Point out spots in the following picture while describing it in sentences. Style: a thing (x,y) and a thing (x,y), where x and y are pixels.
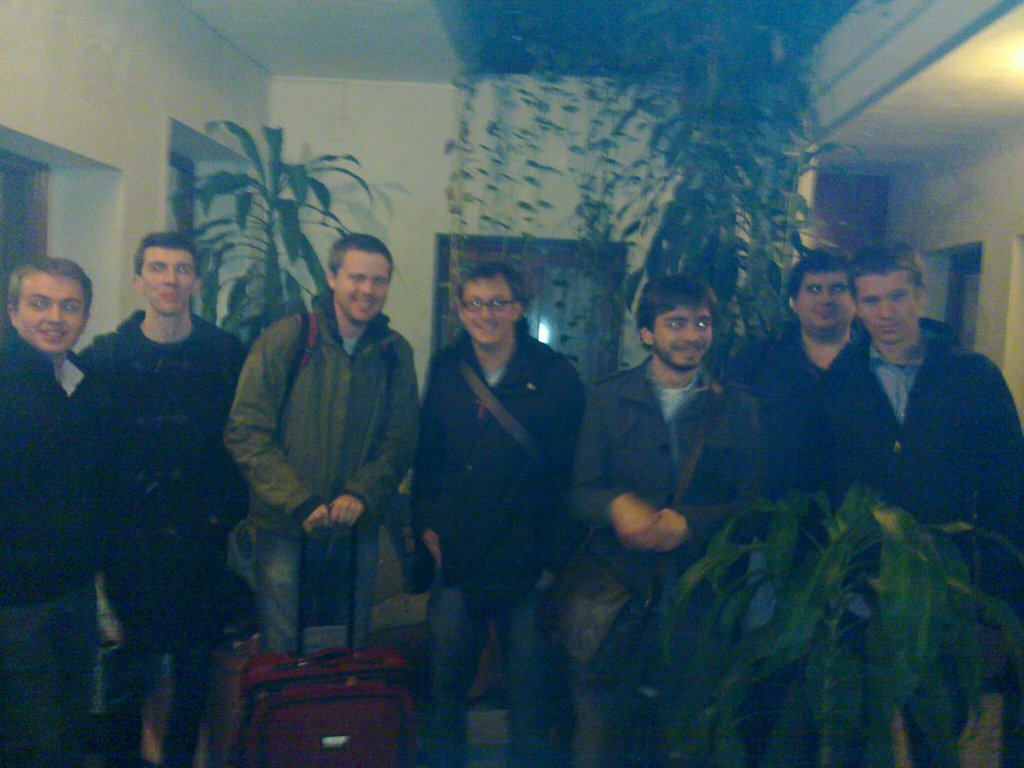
This picture is taken inside the room (501,518). In this image, we can see a group of people (984,443). On the right side (1017,283), we can see a wall (1017,299). In the background (665,160), we can see some plants (773,152), trees (204,189). On the left side (32,248), we can also see a door (10,166).
